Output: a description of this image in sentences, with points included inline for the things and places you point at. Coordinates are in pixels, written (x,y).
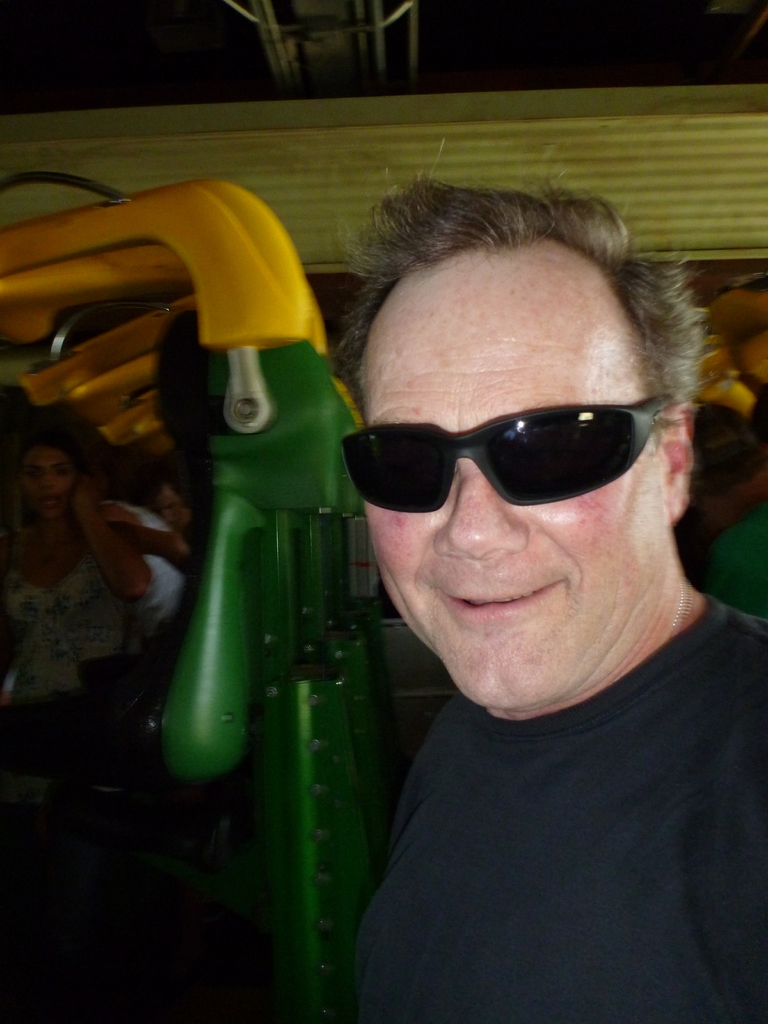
In the picture I can see person (516,534) wearing spectacles (525,425), behind we can see people (114,545) along with some rods (225,633).
